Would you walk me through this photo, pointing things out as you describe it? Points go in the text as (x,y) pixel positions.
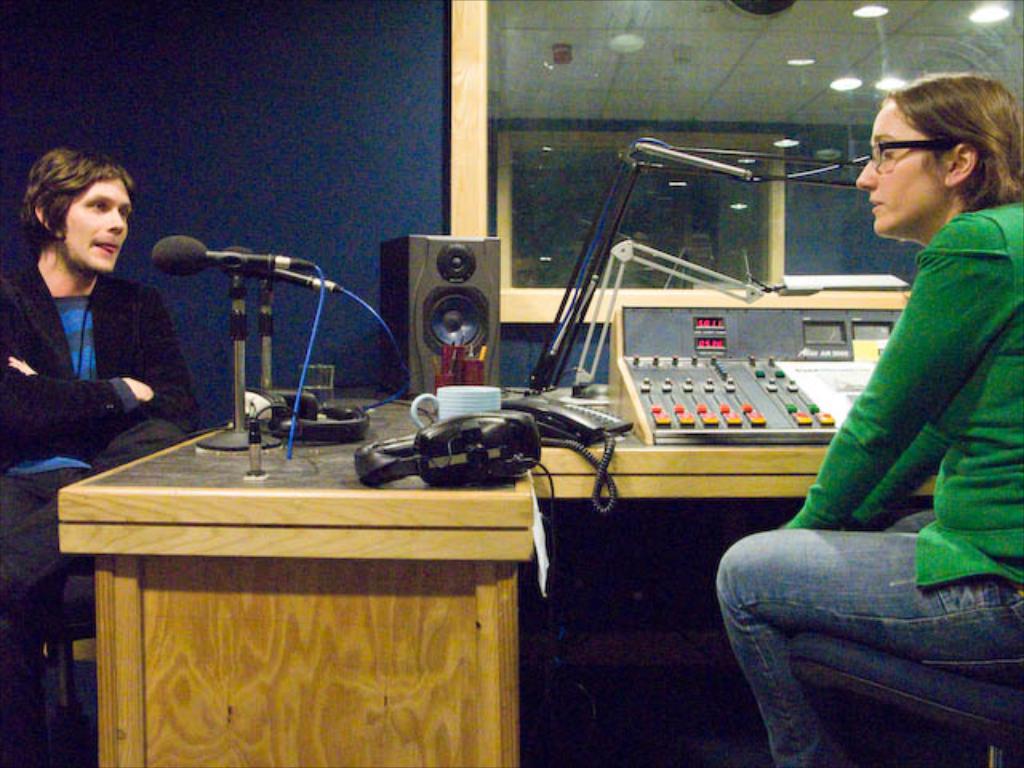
In this image I can see two persons (907,334) sitting, the person (844,425) at right (899,456) is wearing green and blue color dress (958,588) and the person (160,376) at left (140,378) is wearing blue and black color dress (125,434). In front (656,419) I can see few microphones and few objects (444,379) on the table (399,417). In the background (596,126) I can see the glass (691,89), few lights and the wall (302,172) is in blue color.
